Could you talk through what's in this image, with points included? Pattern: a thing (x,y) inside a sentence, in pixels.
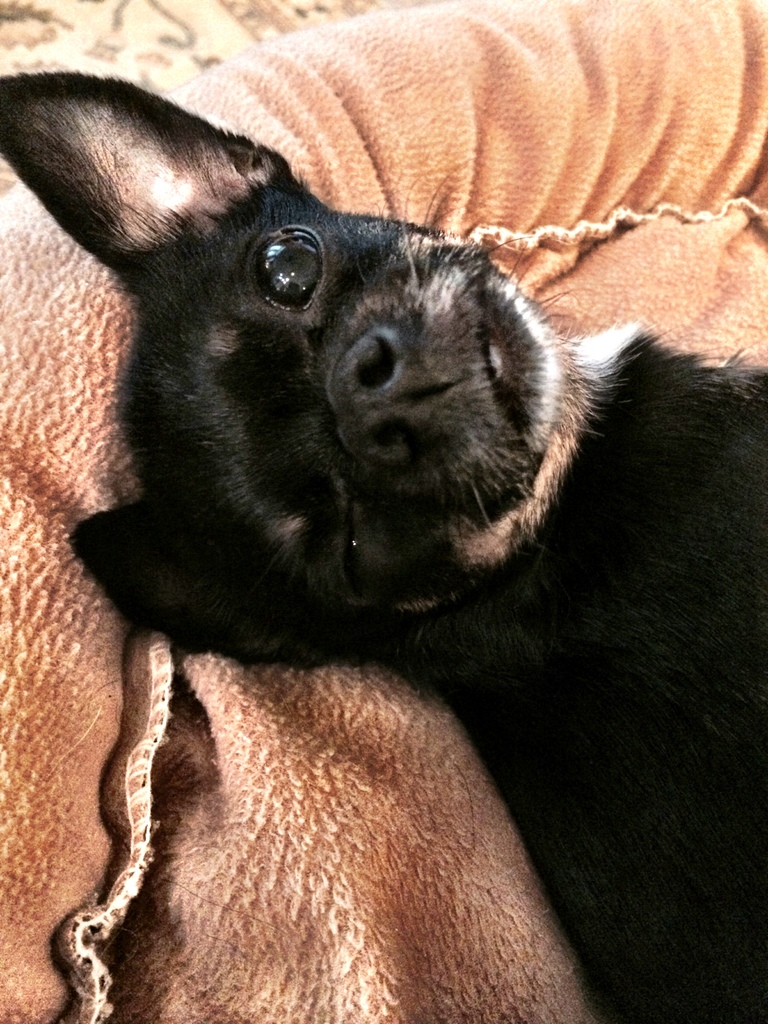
There is one black color animal (334,415) is present in the middle of this image (358,490) and we can see a cloth (426,139) in the background (296,728).
